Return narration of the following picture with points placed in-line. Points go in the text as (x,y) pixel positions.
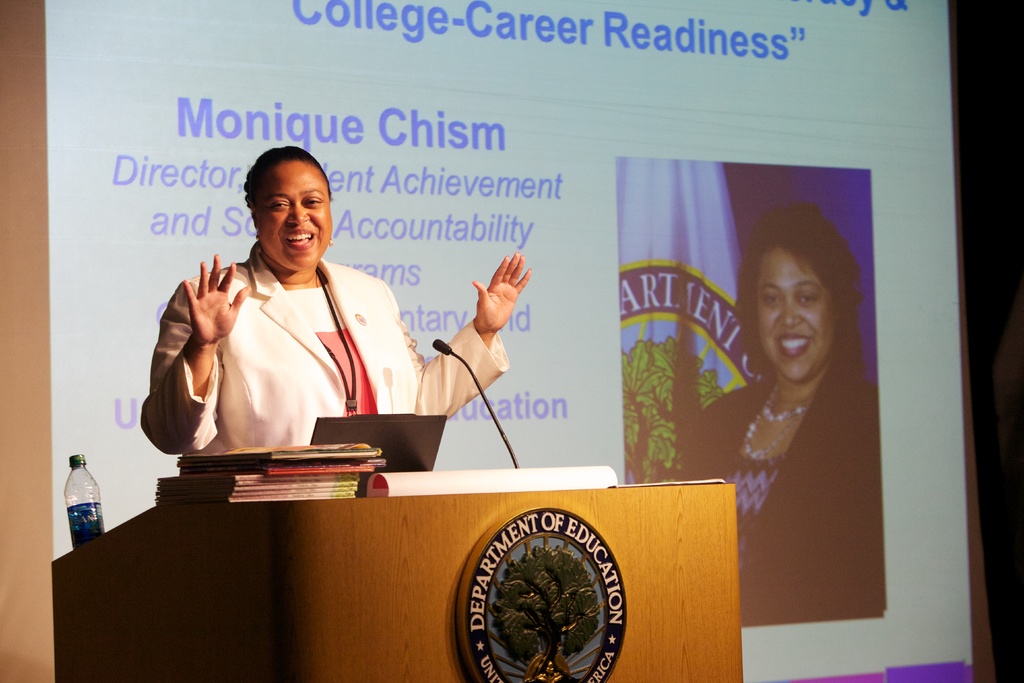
In the image there is a podium (408,568) with logo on it. And also there is a bottle (81,497), laptop (428,424), mic (465,368) and also there are books (288,486) on the podium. Behind the podium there is a lady (178,321) with white jacket (305,362) is standing and she is smiling. Behind her there is a screen (358,181) with something written on it and also there is an image of a lady (803,435).
